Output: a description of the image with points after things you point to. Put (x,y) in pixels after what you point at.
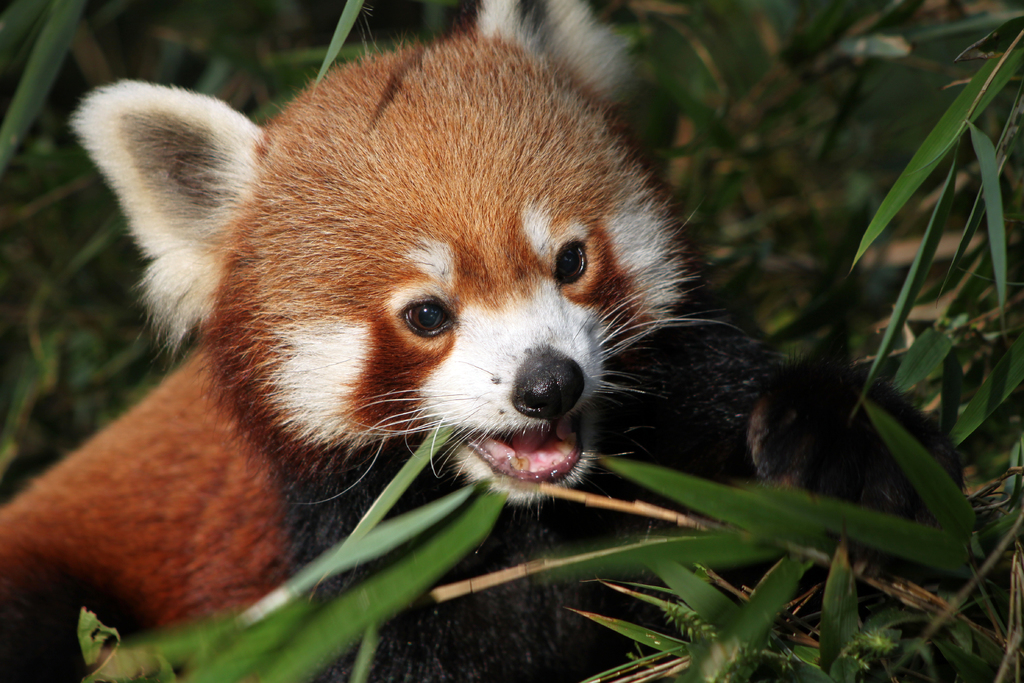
In this picture, we see the red panda (325,416), which is in brown, white and black color. On the right side (958,113), we see the trees (994,619). There are trees (816,159) in the background (82,342). This picture is blurred in the background (732,195).
